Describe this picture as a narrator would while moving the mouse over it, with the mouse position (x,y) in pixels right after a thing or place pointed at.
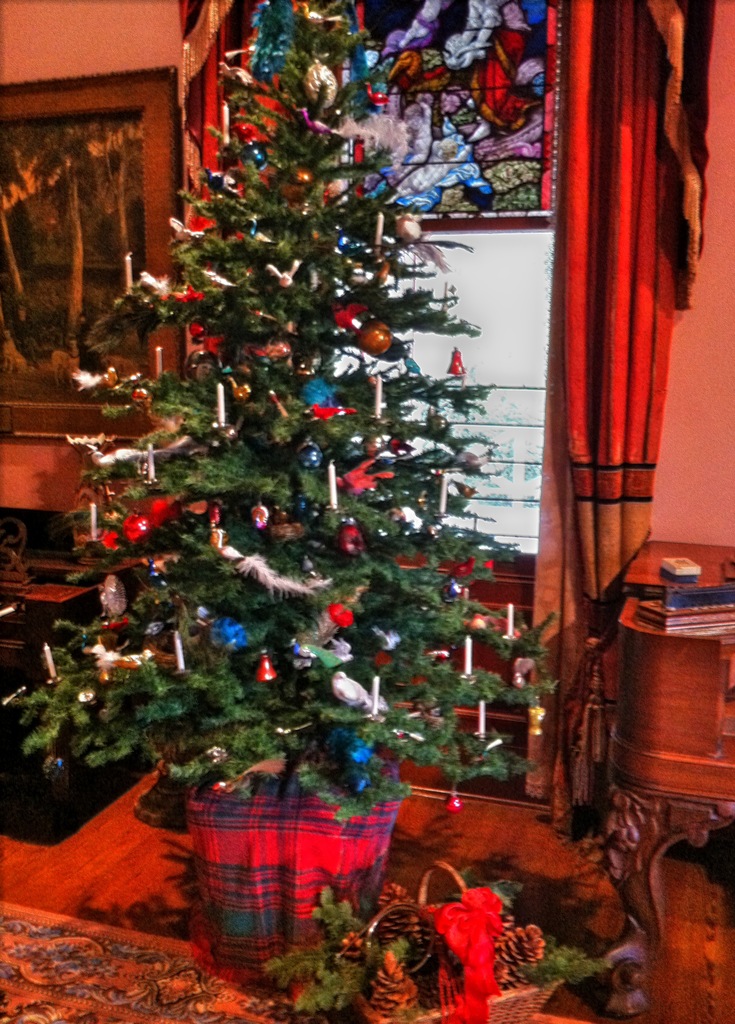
In this image we can see a decorated christmas tree (313,200), there are curtains (187,182), photo frames (154,176), window (491,230) and some other objects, also we can see the wall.
